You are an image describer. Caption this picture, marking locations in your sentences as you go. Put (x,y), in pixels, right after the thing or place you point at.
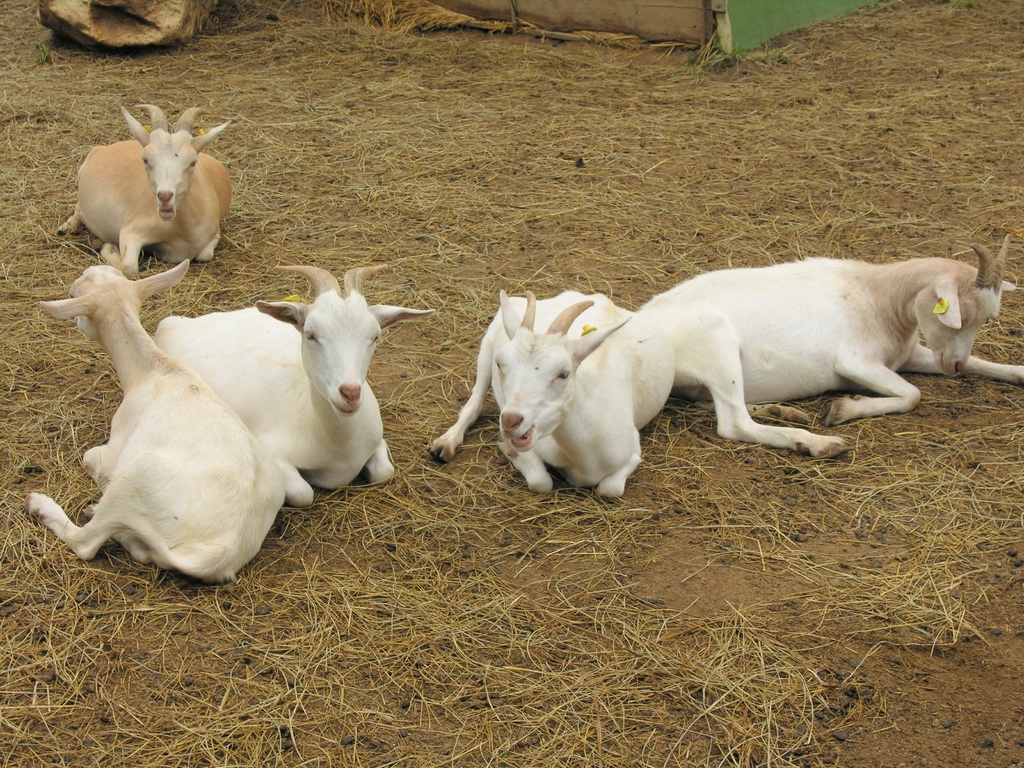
In this picture we can observe white and cream color goats (239,341) sitting on the land (316,110). There is some dried grass (316,110) on the land (665,625).
